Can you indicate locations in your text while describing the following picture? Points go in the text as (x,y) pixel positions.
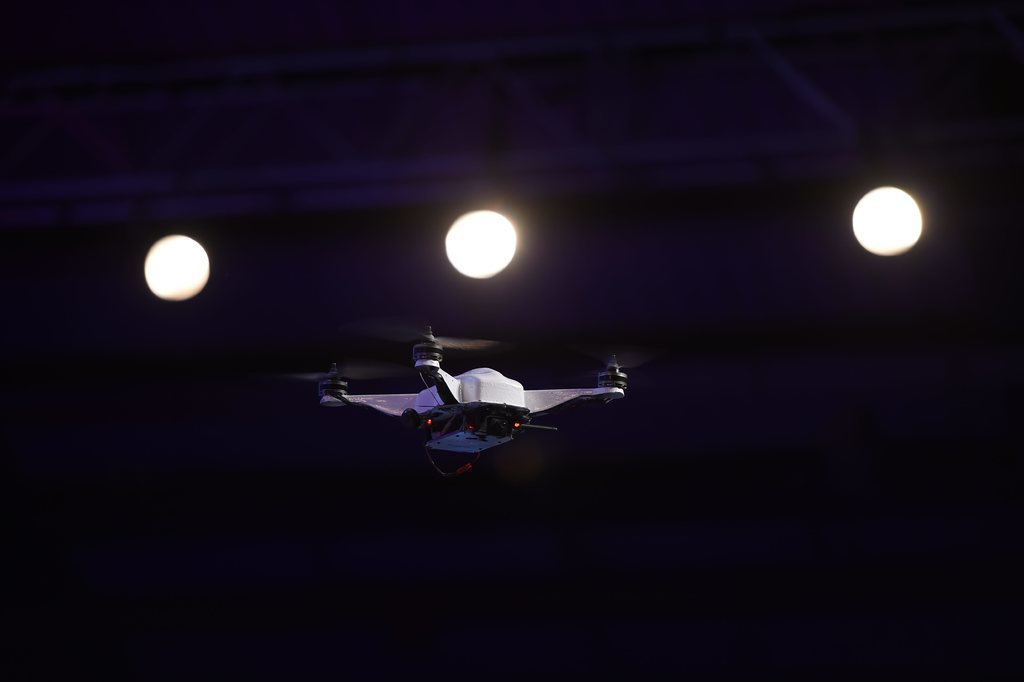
In this image, we can see a drone (460,438) in the air (267,440), we can see some lights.
